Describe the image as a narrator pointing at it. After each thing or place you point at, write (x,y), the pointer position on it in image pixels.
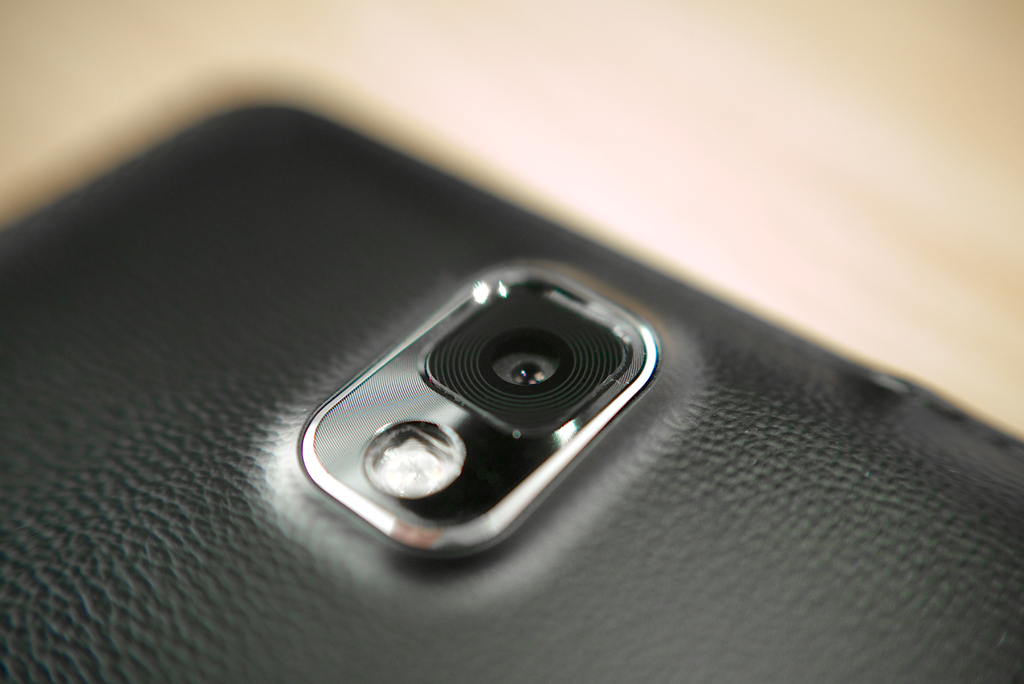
In this picture there is smartphone (622,435) in the image.
